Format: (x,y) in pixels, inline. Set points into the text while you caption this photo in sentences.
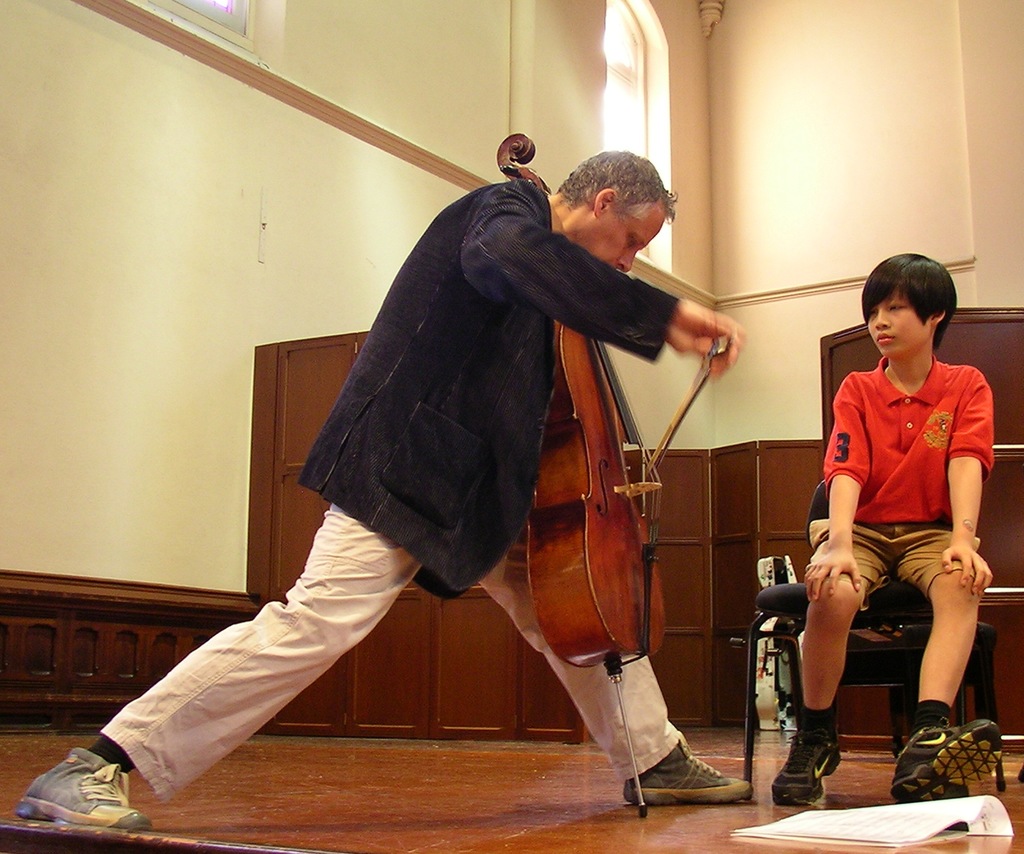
In this image I can see a man (722,319) is standing and holding a musical instrument (674,419). Here I can see a boy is sitting on a chair (791,635). On the floor (421,822) I can see a paper (1009,827).
